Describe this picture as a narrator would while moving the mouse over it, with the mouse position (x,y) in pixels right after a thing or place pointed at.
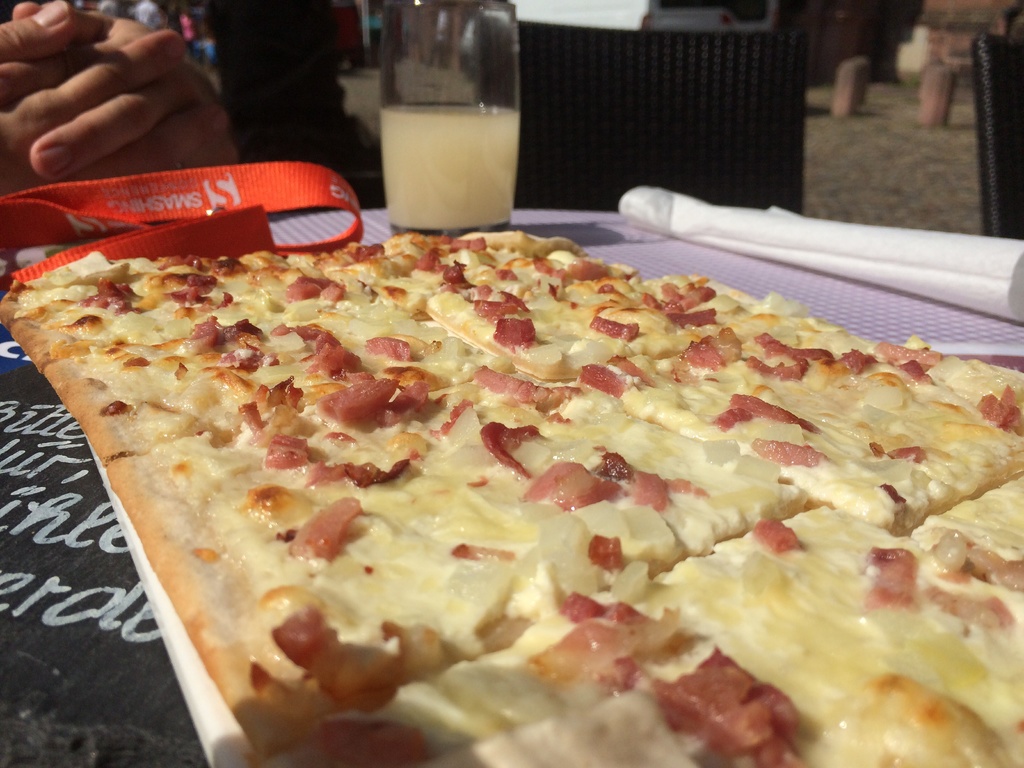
In this image we can see a food item (466,403), paper (823,259) and a tag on a platform (747,270). In the background (102,173) we can see person's hands (63,77) on the left side (92,70), chairs (618,98) and other objects (506,91).
